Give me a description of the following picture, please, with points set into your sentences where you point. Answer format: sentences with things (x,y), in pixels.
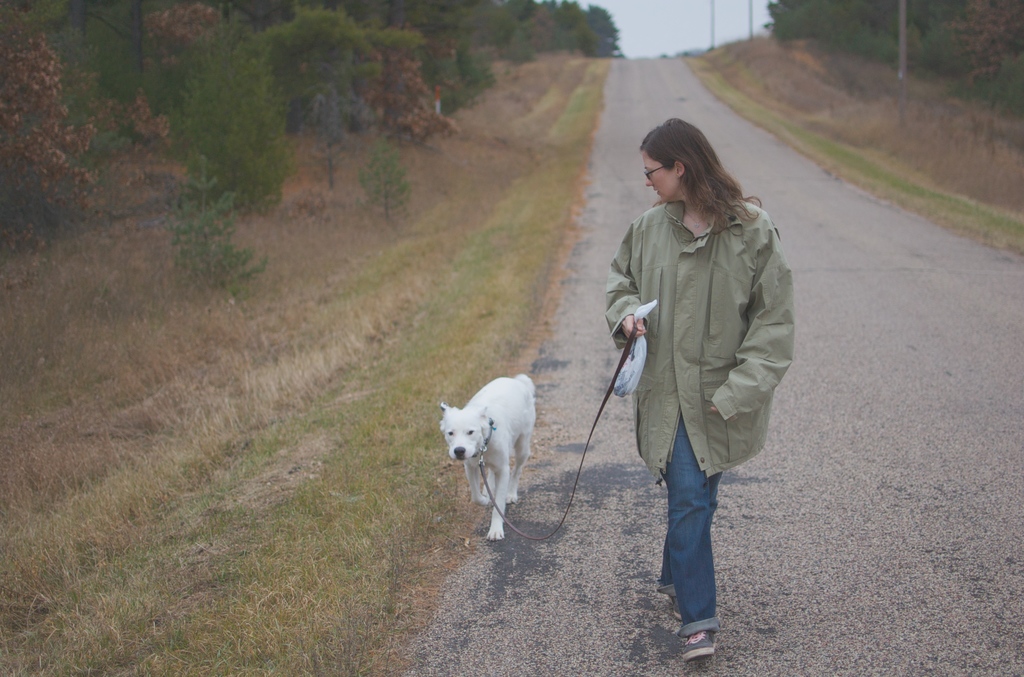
In this image there is a woman (704,278) walking on the road (701,676), beside her there is a dog (506,470). On the left (309,109) and right side of the image (1011,100) there are trees (799,32). In the background (686,28) there is the sky (646,30).
